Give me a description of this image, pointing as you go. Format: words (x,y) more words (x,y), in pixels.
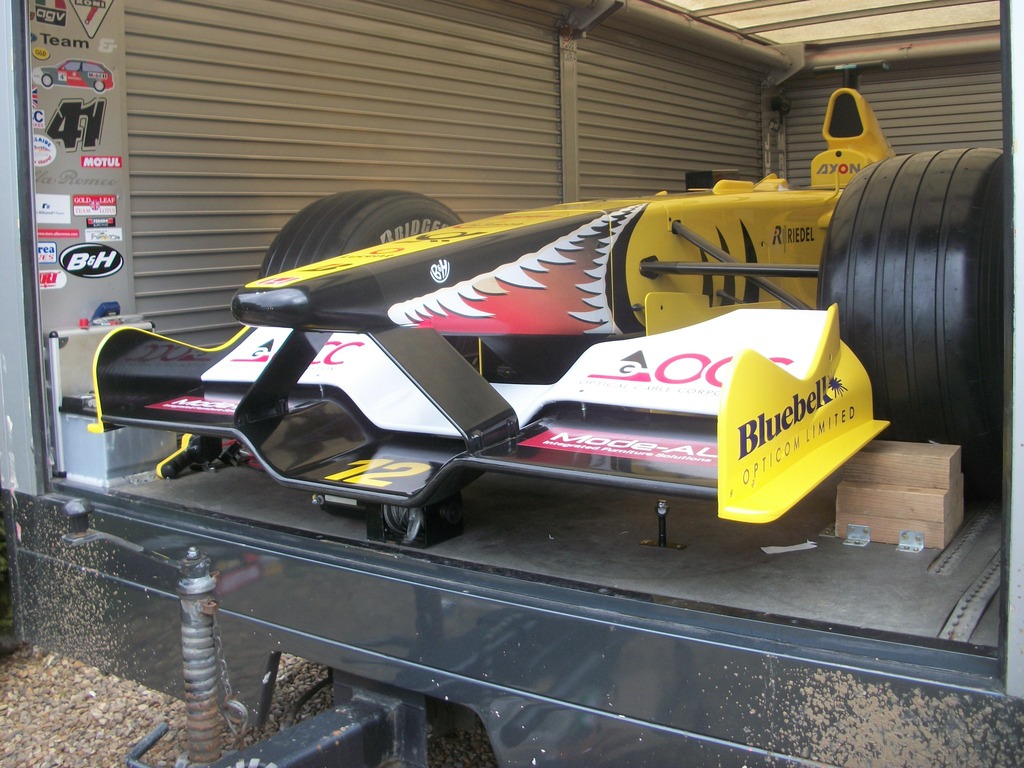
In this image, we can see a vehicle (471,304) in a container (702,141). We can see some posters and the wall (723,124). We can see the roof (790,30) and the ground (33,701). We can also see some stones (41,680) and a wooden box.
